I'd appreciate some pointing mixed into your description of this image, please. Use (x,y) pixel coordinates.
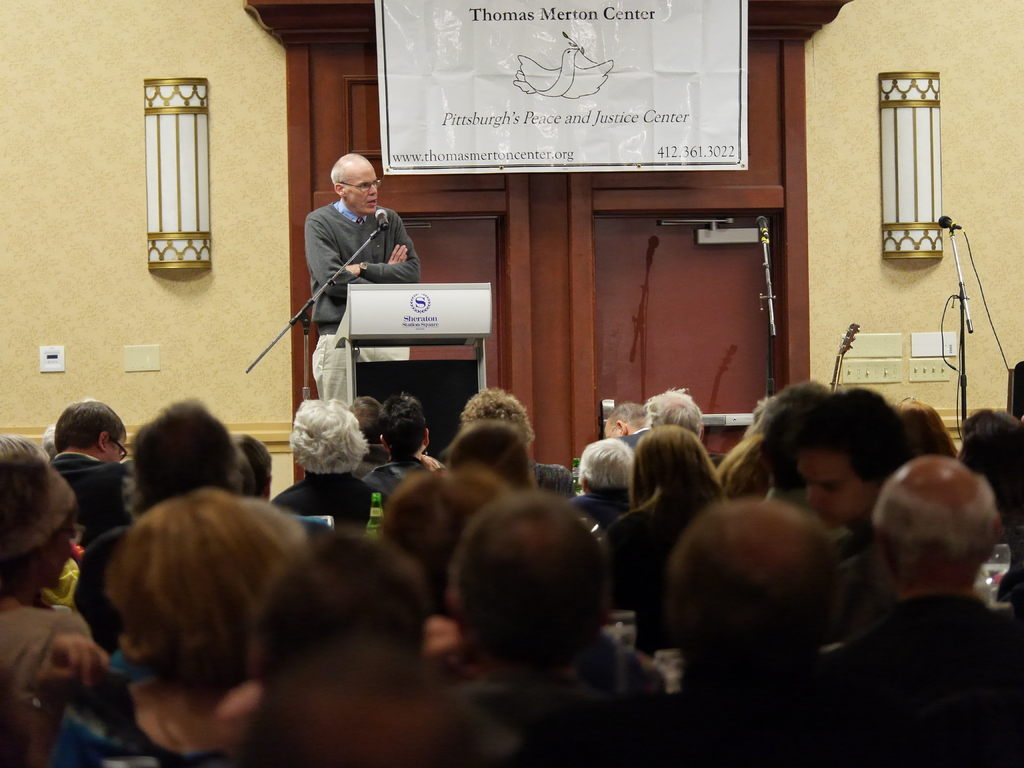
In this picture I can see few people (622,486) seated and a man (394,265) standing at a podium (398,334) and speaking with the help of a microphone (306,344) and I can see a banner (488,86) with some text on it and couple of lights (900,75) to the wall (821,157) and a wooden door (722,212) on the back (619,367) and another microphone (968,296) on the right side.
